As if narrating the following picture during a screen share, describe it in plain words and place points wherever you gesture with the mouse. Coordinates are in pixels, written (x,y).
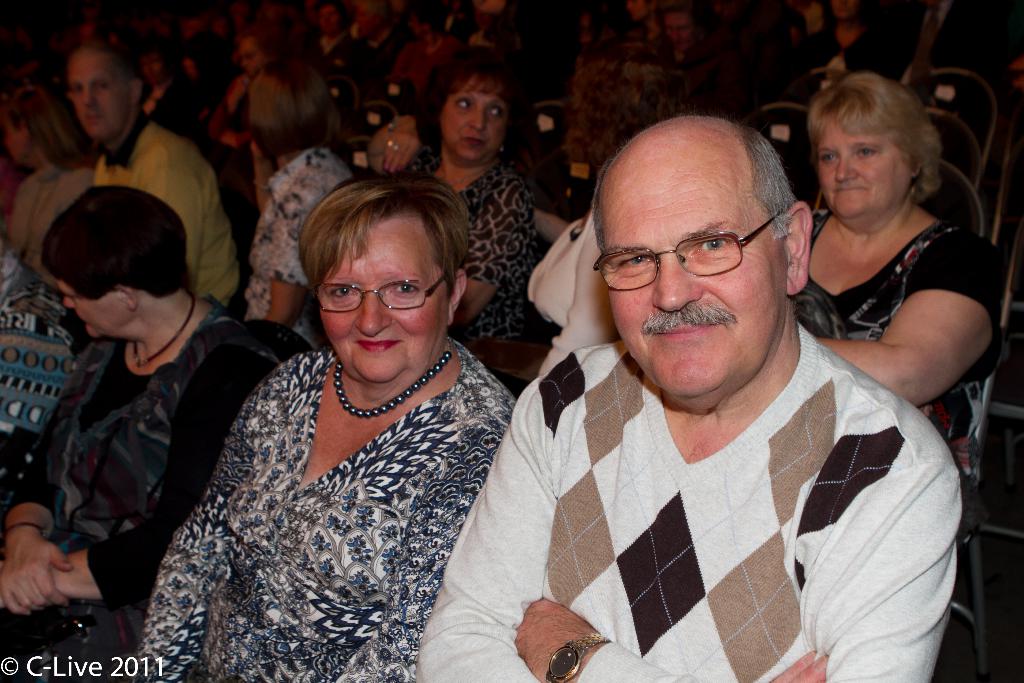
Here we can see a woman (350,666) and a man (722,381) posing to a camera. They are smiling and they have spectacles (697,248). In the background (481,196) we can see group of people (478,64) sitting on the chairs (557,147).
